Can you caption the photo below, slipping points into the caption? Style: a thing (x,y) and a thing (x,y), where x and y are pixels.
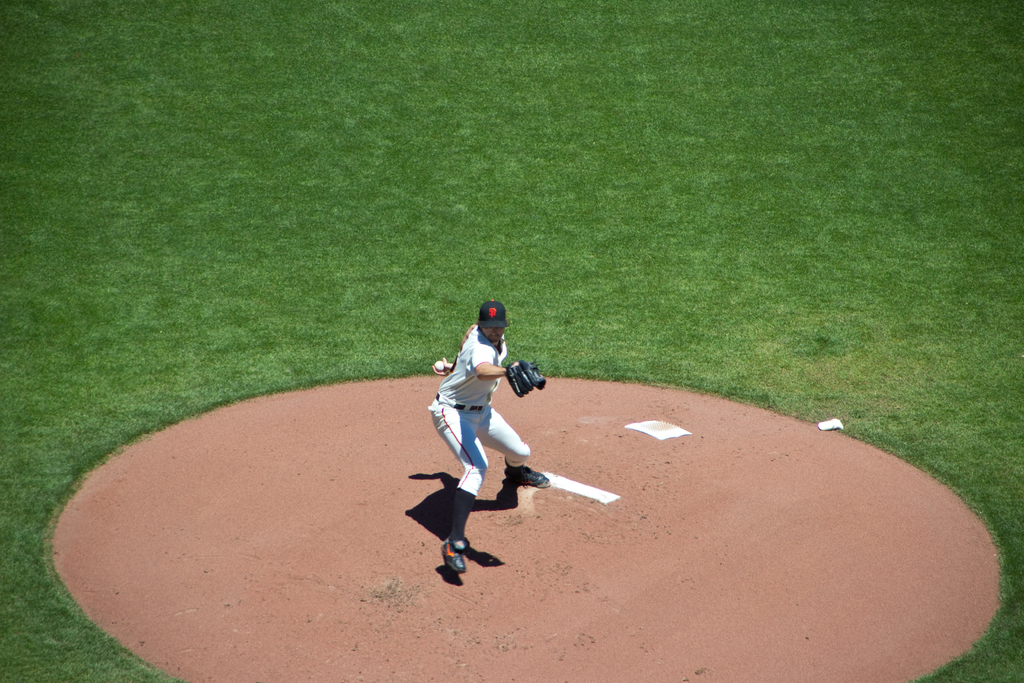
In the foreground of this image (482,470), there is a man (482,470) standing and wearing glove (516,371), cap (490,311), shoes (523,477) is holding a ball (443,366) in his hands (448,365). He is standing on the circular shaped land (195,680) and around him, there is grass (211,159).
